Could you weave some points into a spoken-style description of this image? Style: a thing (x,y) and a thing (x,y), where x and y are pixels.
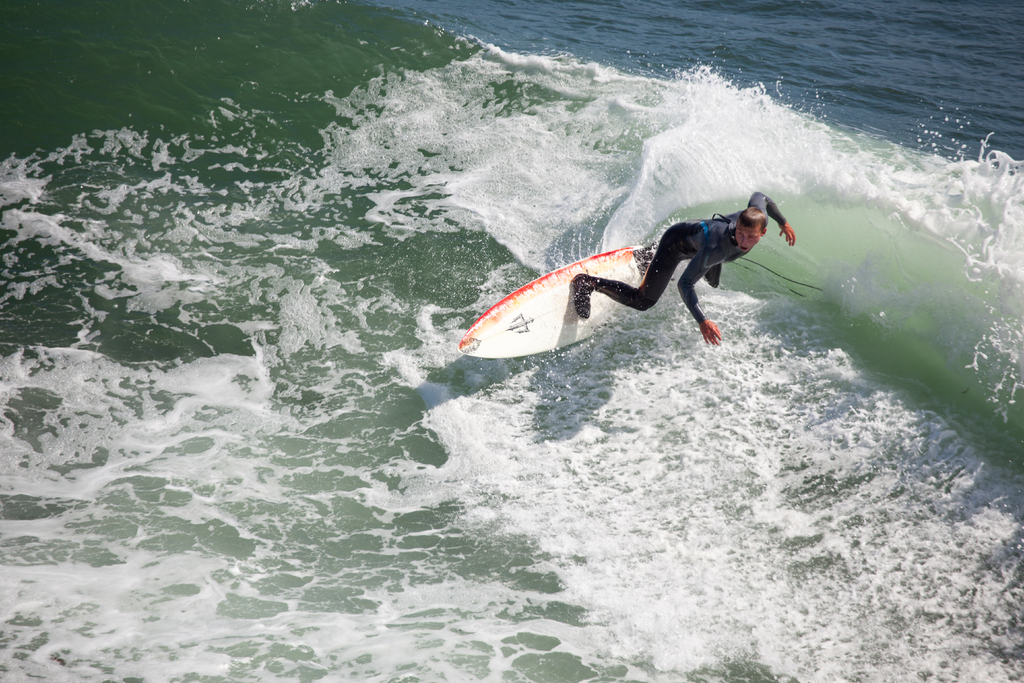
Here I can see the water (455,511) and a person (704,245) is wearing black color dress (668,274) and surfing the board (527,338) on the water (78,415).
